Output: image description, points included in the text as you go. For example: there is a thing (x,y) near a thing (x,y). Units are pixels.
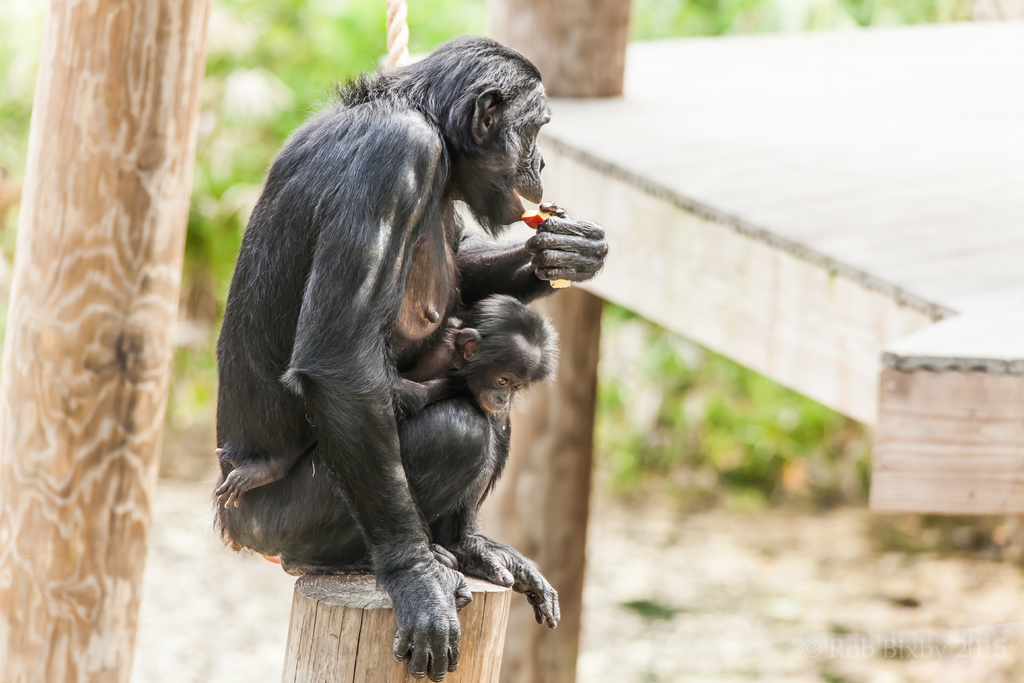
In this image we can see two chimpanzees (377,466) on a wooden pole (353,592). We can also see the bark (118,558) of the trees (120,576) and some plants (608,307).
